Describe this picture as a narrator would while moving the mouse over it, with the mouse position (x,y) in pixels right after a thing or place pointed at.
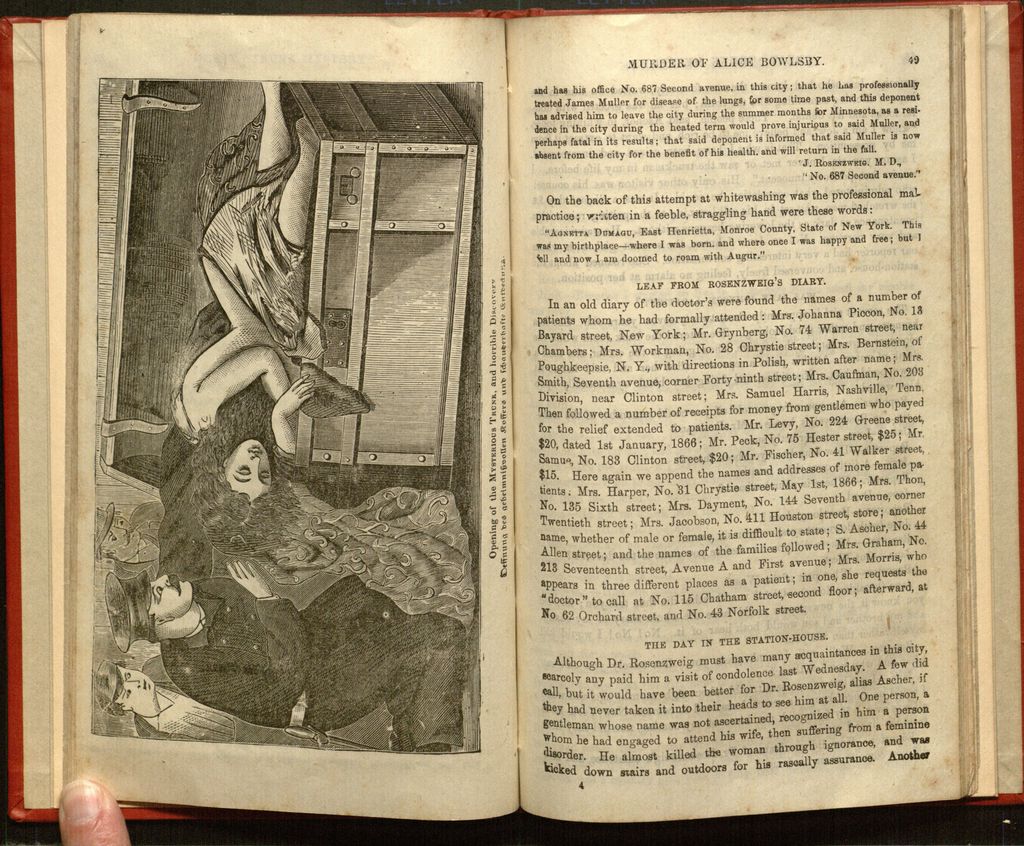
Here in this picture we can see a book (474,185), which is open present on a place over there and on left side (325,478) we can see a picture (347,484) of a woman (274,520) lying and beside her we can see three men (187,655) present over there and we can also see a finger (92,797) on the bottom left of the image (111,841) over there.
